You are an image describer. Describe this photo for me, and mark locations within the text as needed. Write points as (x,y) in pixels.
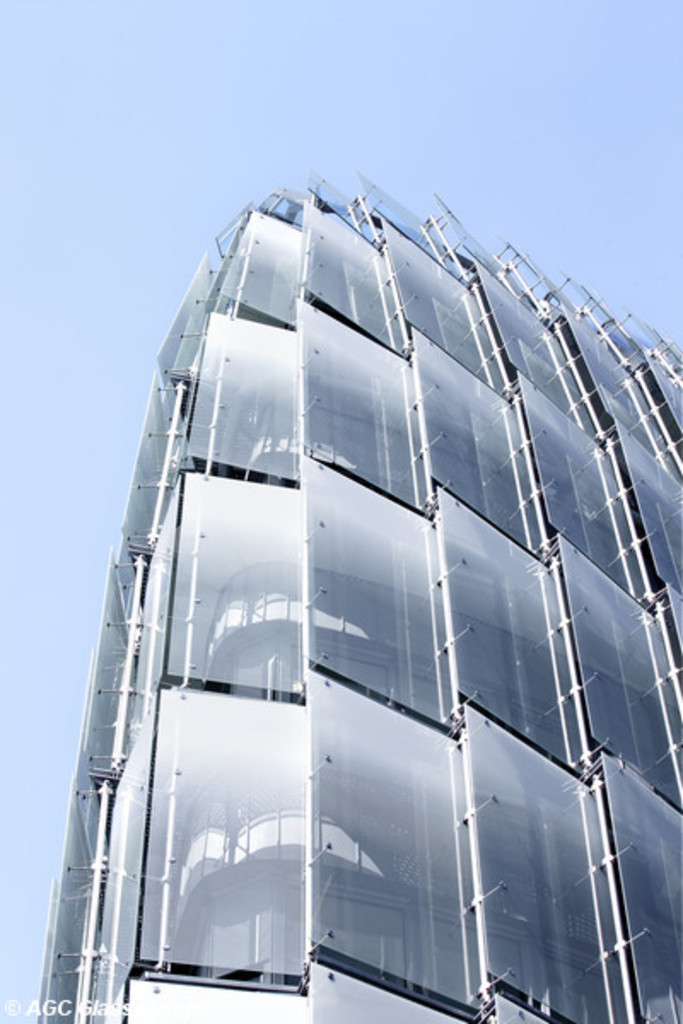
The picture consists of a building (652,363), to the building (309,532) there are glasses (388,787) attached. Sky (78,286) is clear and it is sunny.
